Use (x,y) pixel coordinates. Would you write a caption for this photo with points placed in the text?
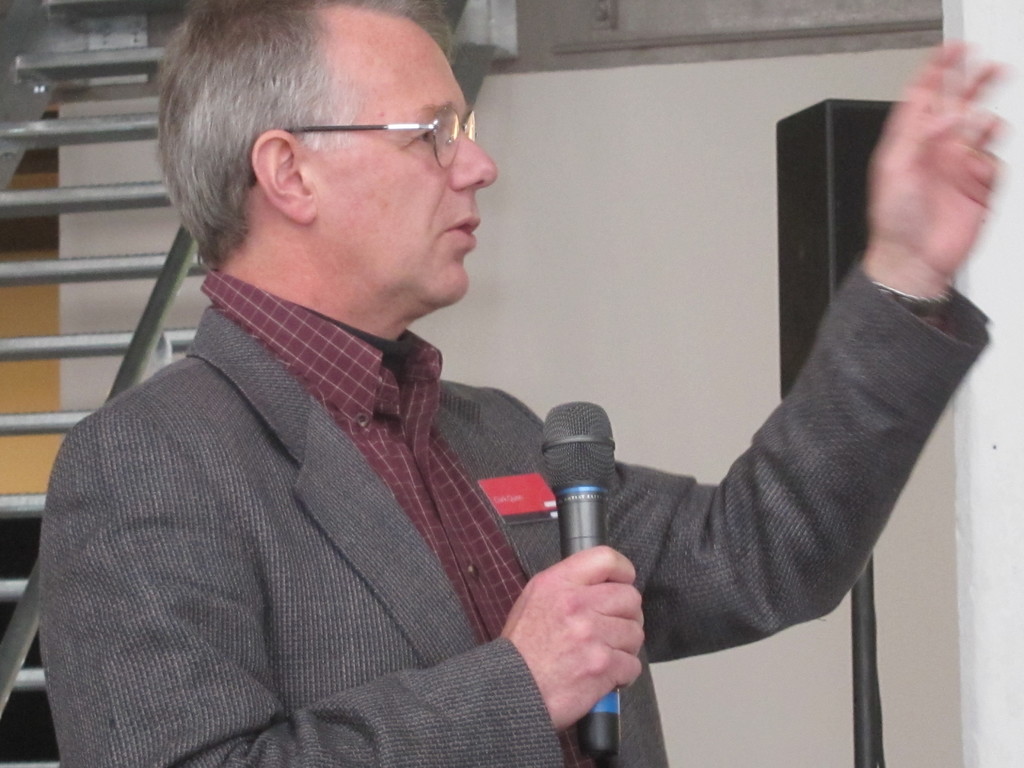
In this image I can see the person (221,542) wearing the grey color blazer (250,551) and maroon color shirt (399,463). I can see the person (518,537) holding the mic (562,497). To the side of the person (481,538) I can see the stairs (65,335) and the black color sound box (793,228). In the background (572,195) I can see the wall (523,213).
